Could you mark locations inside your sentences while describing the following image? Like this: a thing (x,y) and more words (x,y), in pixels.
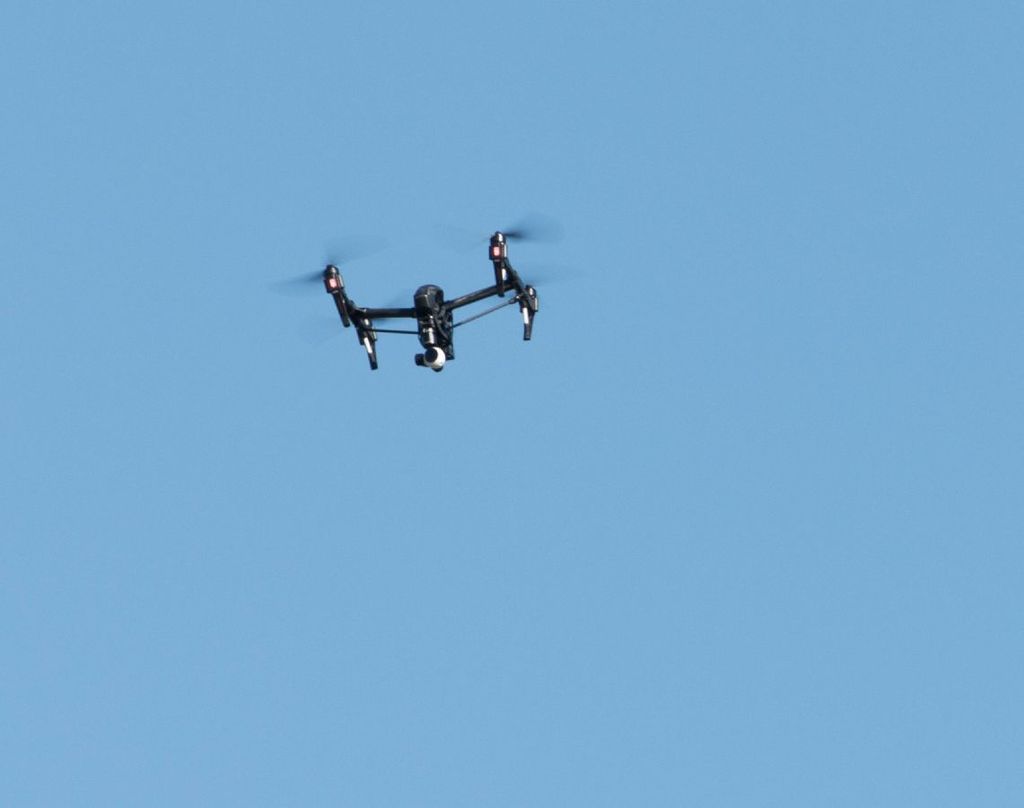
Here we can see a drone (519,301). In the background (499,304) there is sky (217,477).
